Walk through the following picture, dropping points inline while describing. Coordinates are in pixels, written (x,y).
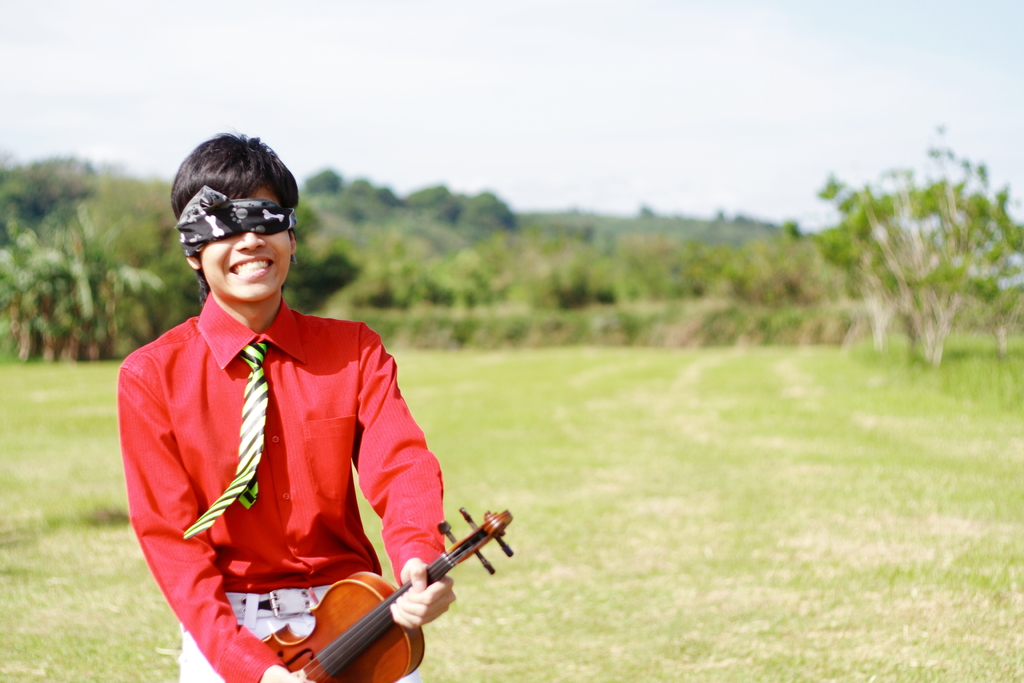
In this image I can see a man (223,624) is holding a musical instrument (267,651). I can also see he has covered his eyes (256,200). In the background (92,277) I can see number of trees (54,330).
